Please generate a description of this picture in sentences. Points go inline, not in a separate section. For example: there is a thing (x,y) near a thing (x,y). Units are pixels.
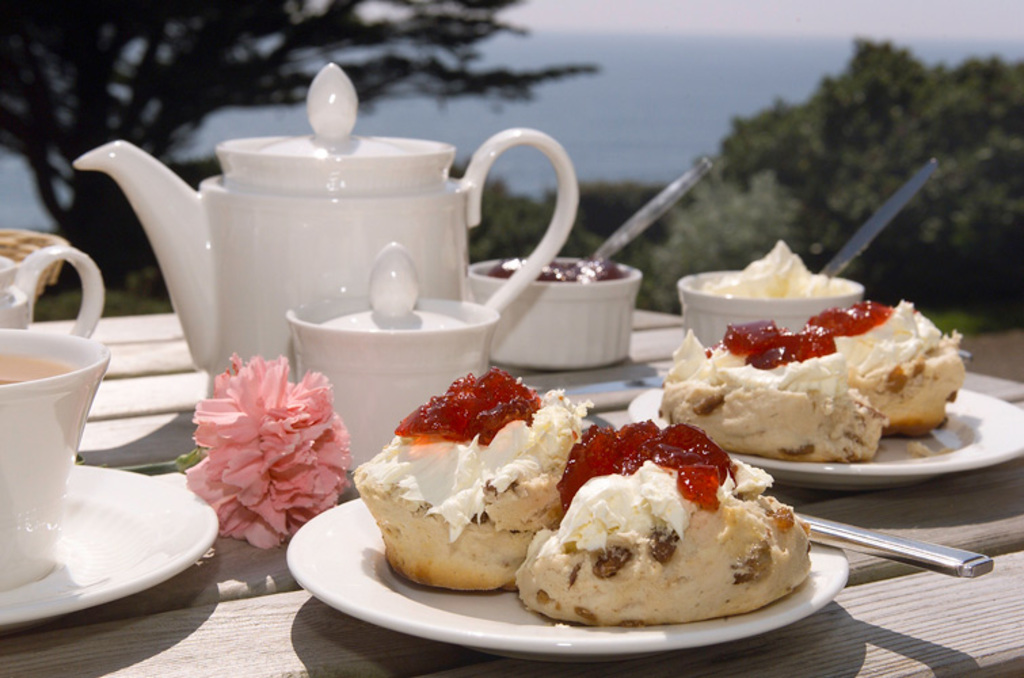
As we can see in the image in the front (145,666) there is a table (97,668). On table (460,666) there are plates (456,624), bowls (502,330) and cakes (504,509). In the background (844,142) there are trees (469,39) and a sky (759,22).
